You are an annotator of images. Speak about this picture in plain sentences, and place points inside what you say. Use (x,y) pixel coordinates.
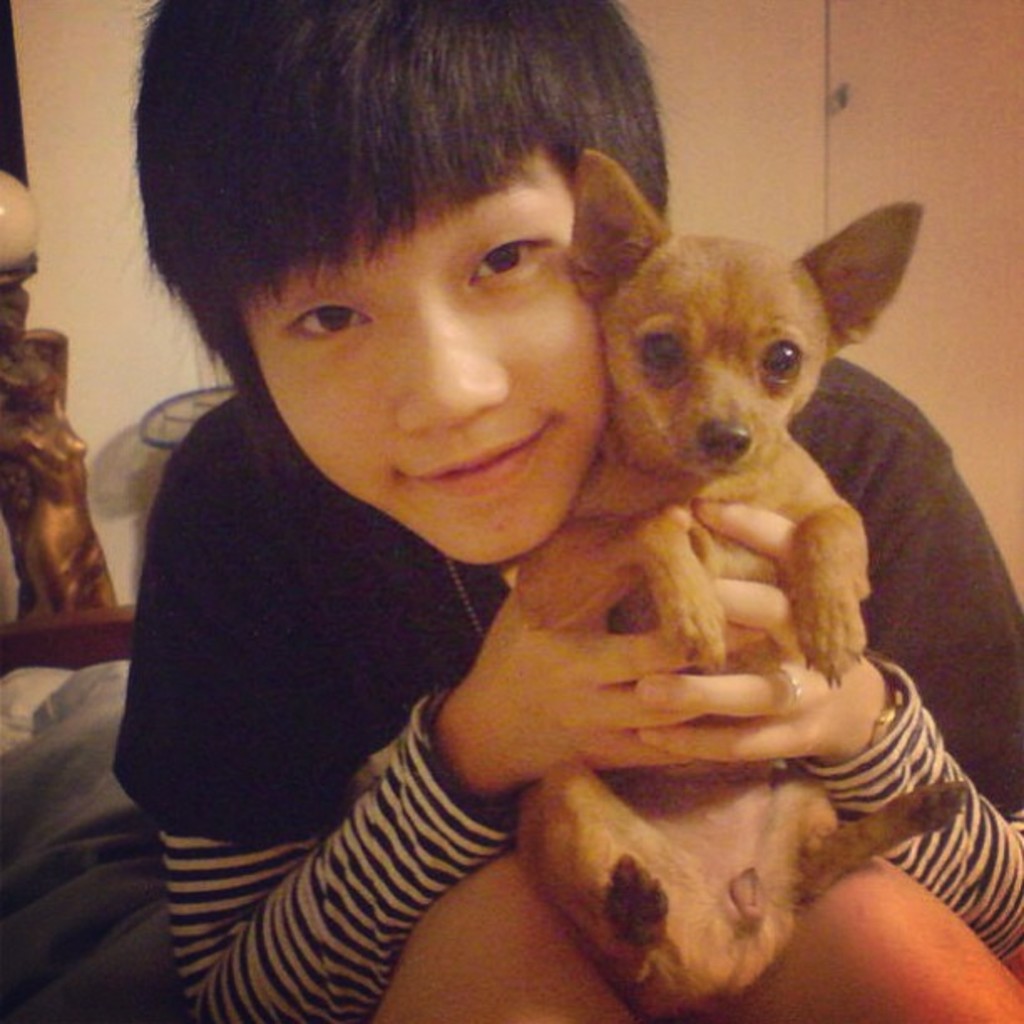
In this picture there is a boy (191,468) holding a puppy (626,865) in both hands (655,720).
